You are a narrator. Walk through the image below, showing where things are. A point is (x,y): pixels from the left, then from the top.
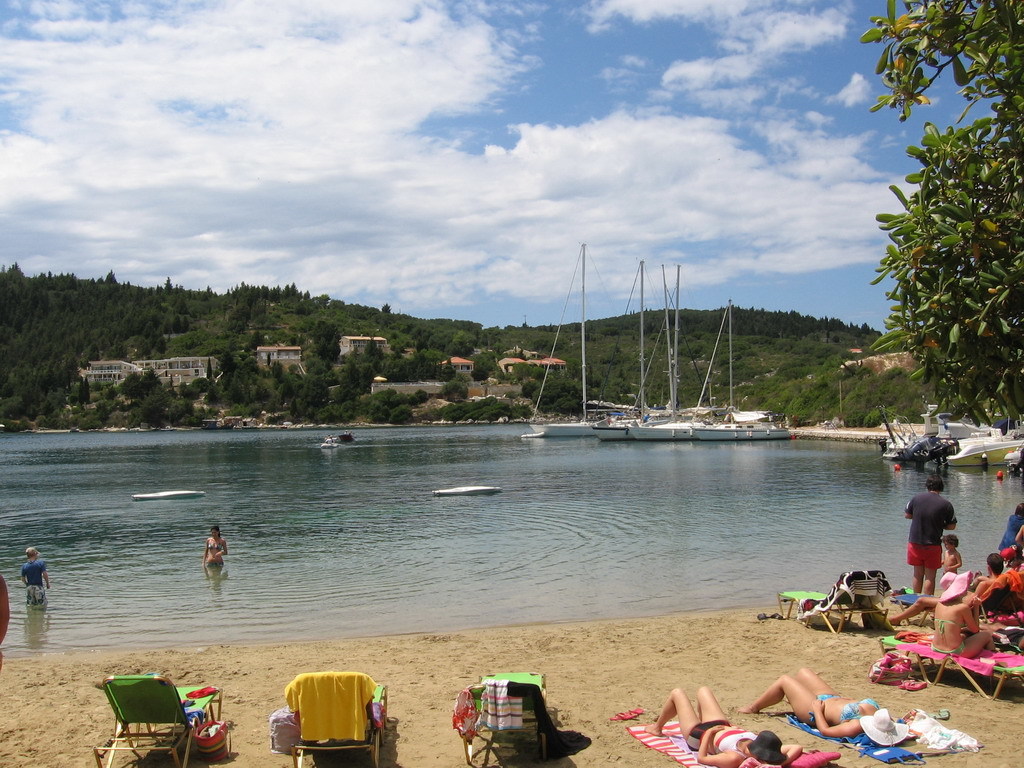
In the center of the image (605,490) there is a sea (253,566). At the bottom (141,742) there are chaise lounges (152,735) and we can see people (856,735) lying on the seashore (971,708). We can see a man (945,510) standing. There are boats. In the background (378,357) we can see hills (610,369) and sky (589,178). On the right (926,175) there is a tree (951,188).
